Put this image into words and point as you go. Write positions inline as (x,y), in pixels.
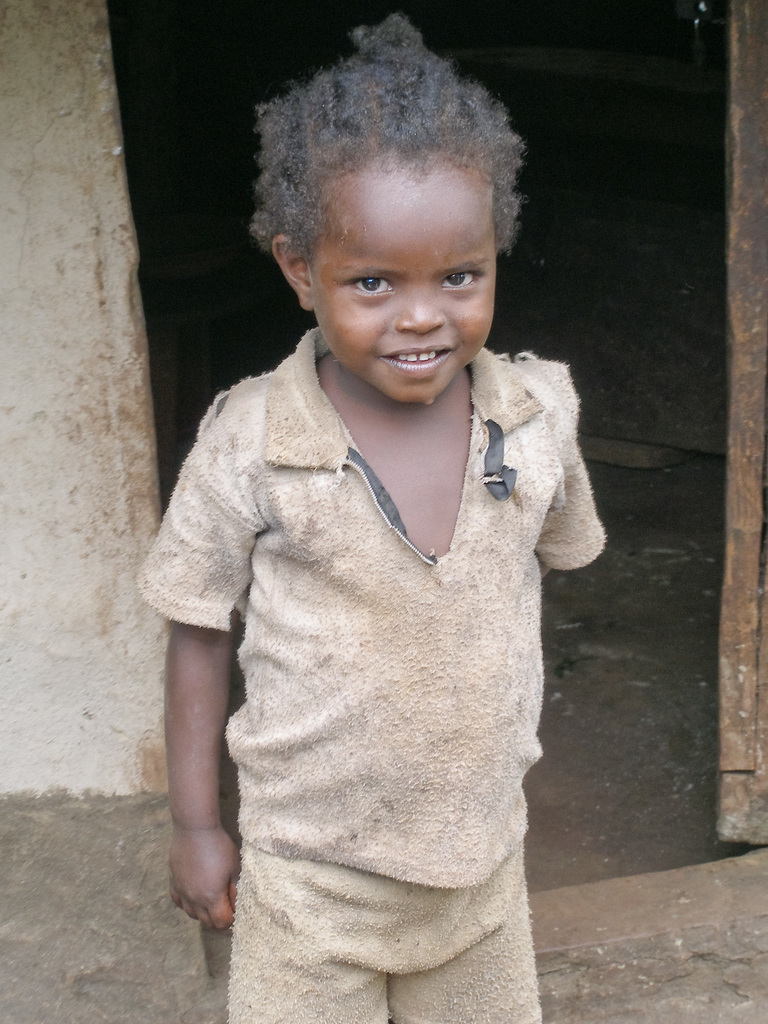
In this picture we can see a child (218,820) standing and smiling, wall (124,563), ground (627,853) and in the background (532,138) it is dark.
